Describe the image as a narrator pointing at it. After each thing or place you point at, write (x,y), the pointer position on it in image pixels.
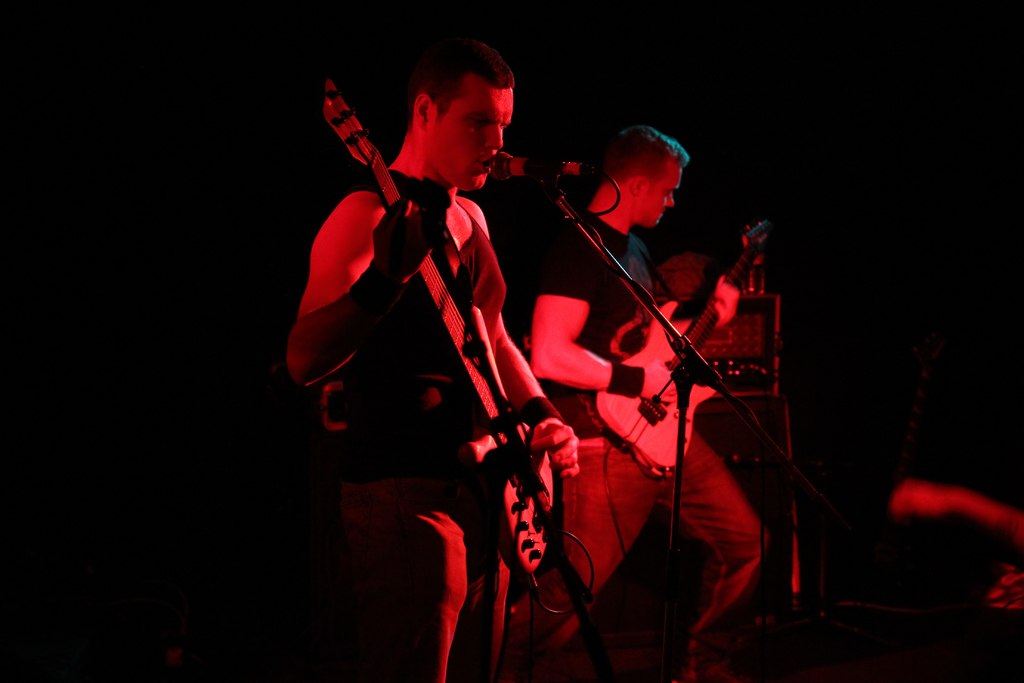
In this image there two men (601,448) who are playing the guitar (536,486) and there is a mic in front of them.
